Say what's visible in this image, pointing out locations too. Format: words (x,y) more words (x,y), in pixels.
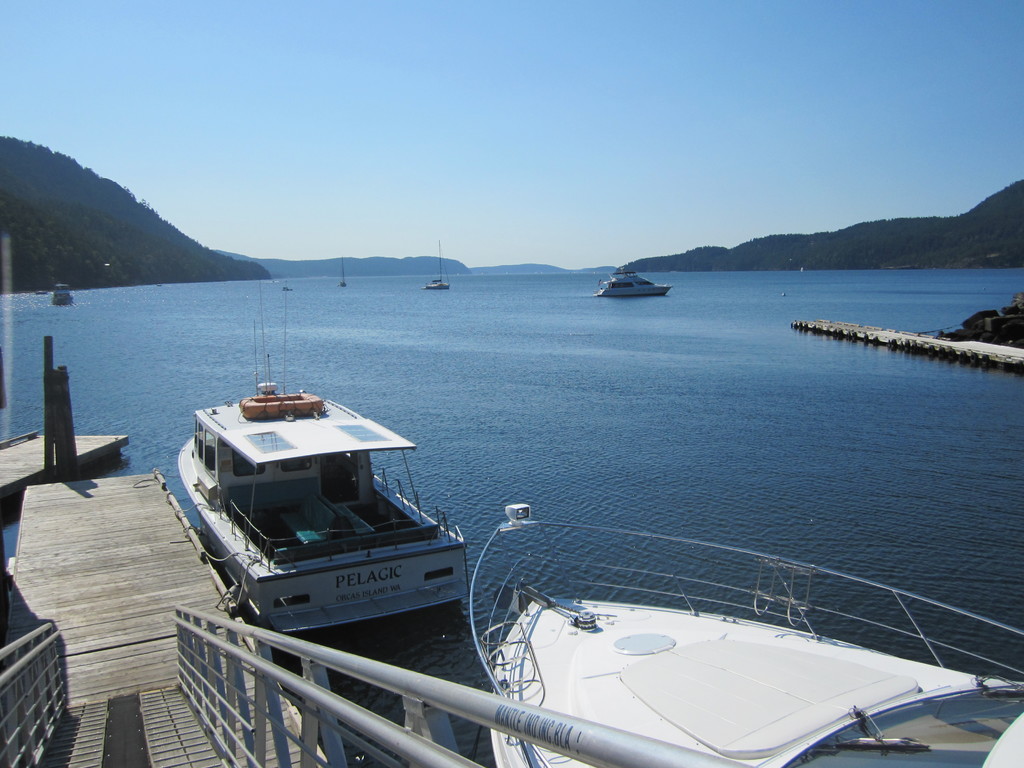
At the bottom of the image (165,753) there are steps (89,740) with railings (326,719). In front of the steps (90,756) there is a wooden deck (146,559). In the image there is water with ships (318,490). In the background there are hills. At the top of the image (915,188) there is sky (449,121).
